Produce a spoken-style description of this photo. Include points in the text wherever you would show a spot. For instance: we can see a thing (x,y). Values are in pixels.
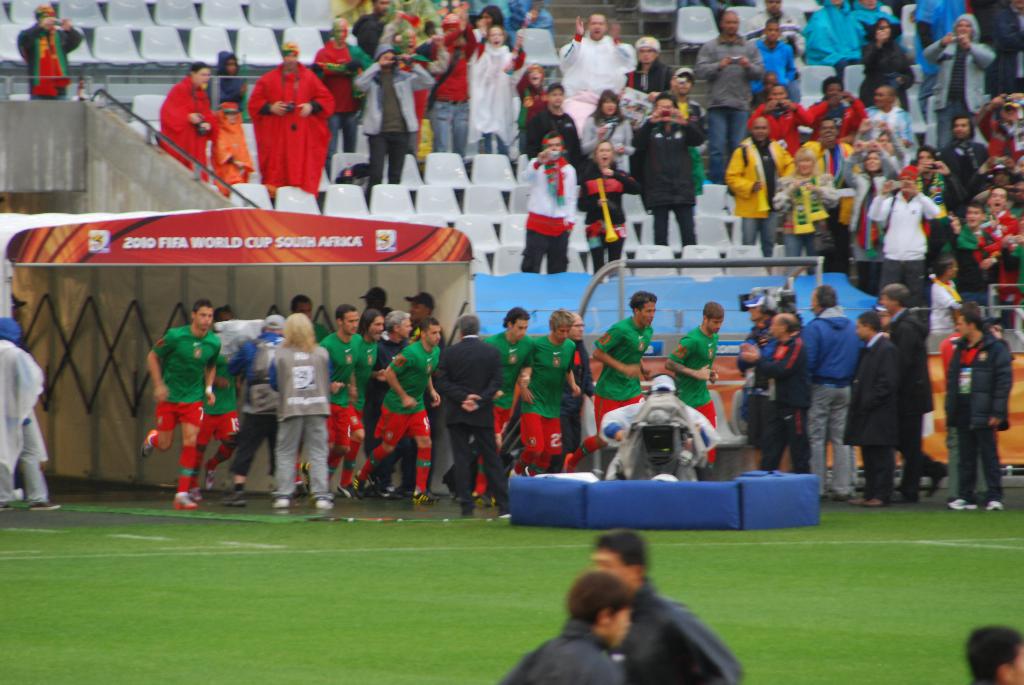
In this image I can see people (614,566) in a ground (727,565). There are chairs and people (799,139) are standing at the back (933,137).
